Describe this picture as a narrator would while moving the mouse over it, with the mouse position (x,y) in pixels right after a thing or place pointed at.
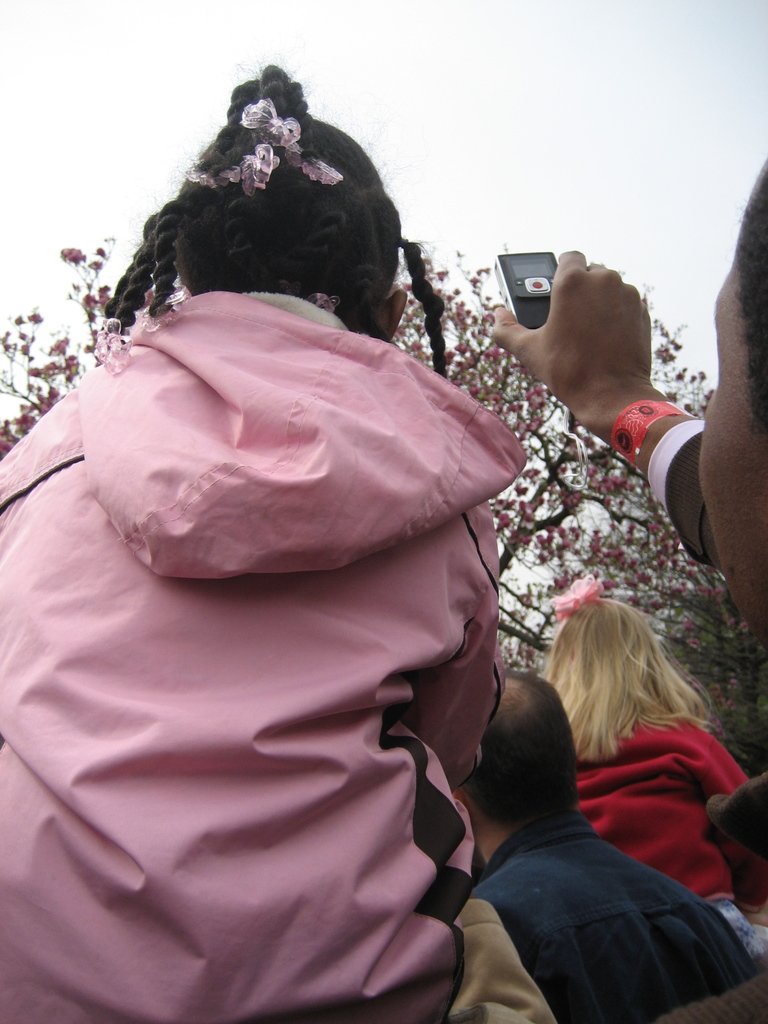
In this picture there are people (567,708) and we can see a gadget (539,321) hold with hand (590,361). In the background of the image (635,588) we can see trees (674,614) and sky (567,223).
